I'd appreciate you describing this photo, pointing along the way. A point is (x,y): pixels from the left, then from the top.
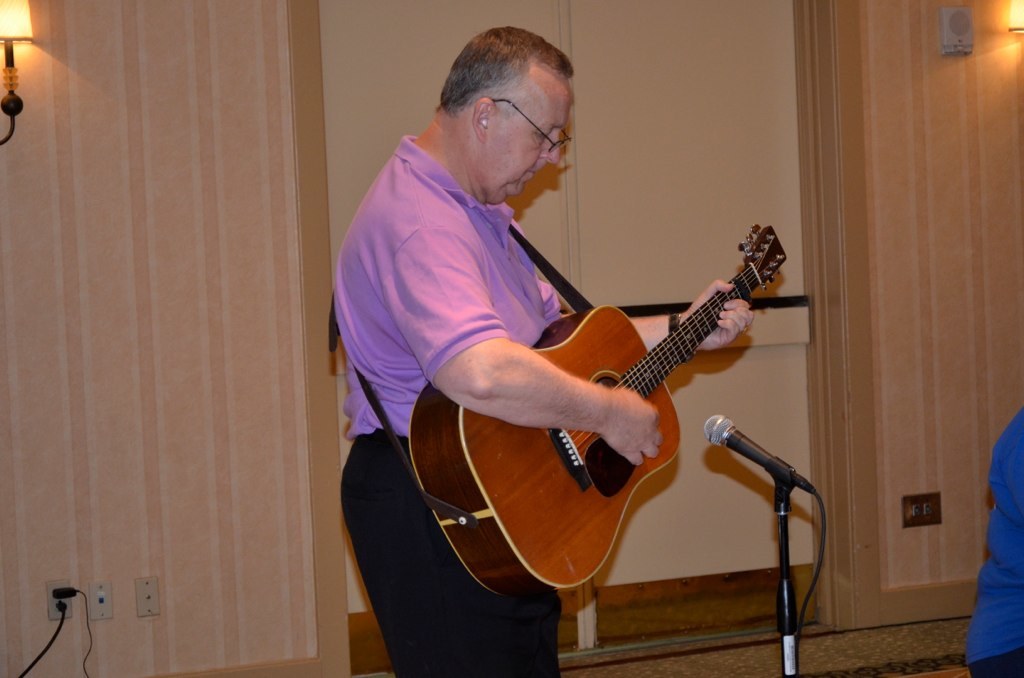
In this image there is a man (548,649) standing and playing a guitar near the microphone (797,482) and in the background (191,284) there is a lamp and wall (182,316).
